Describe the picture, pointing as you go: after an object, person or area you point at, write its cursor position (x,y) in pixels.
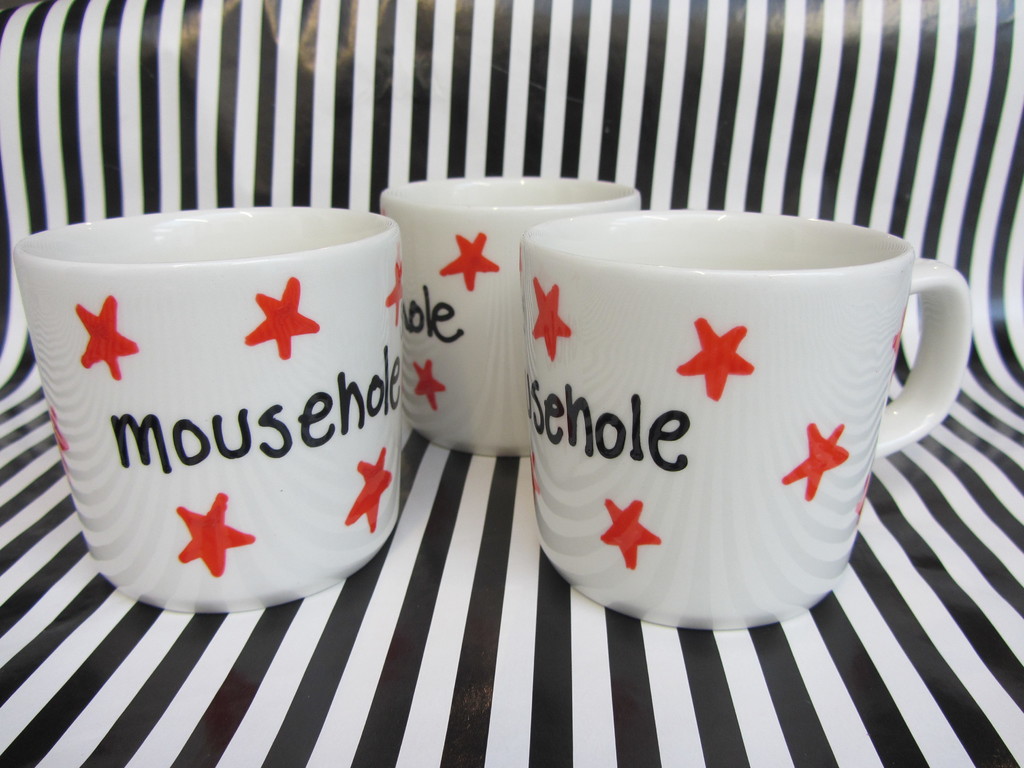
In the picture I can see three mugs (529,365) which has few star symbols (685,372) and something written on it is placed on a black and white surface (383,590).
